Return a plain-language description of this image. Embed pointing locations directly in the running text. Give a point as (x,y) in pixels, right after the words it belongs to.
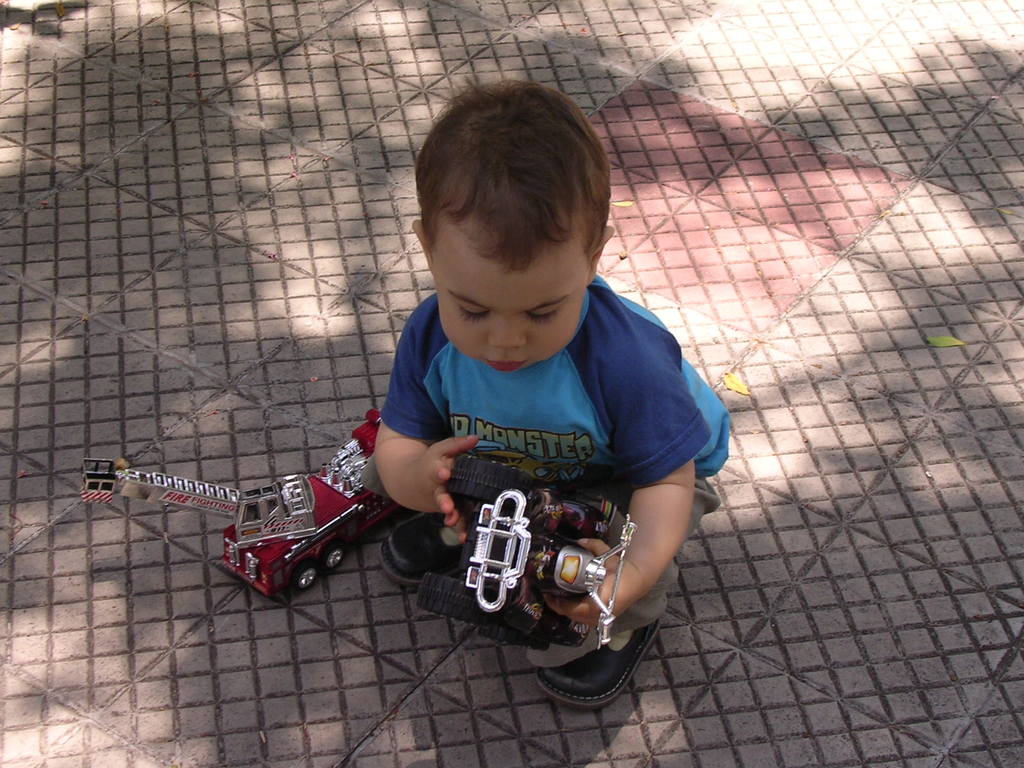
Here I can see a baby (556,368) wearing a blue color t-shirt (619,388), sitting on the floor (753,522) and playing with the toys (319,479).
